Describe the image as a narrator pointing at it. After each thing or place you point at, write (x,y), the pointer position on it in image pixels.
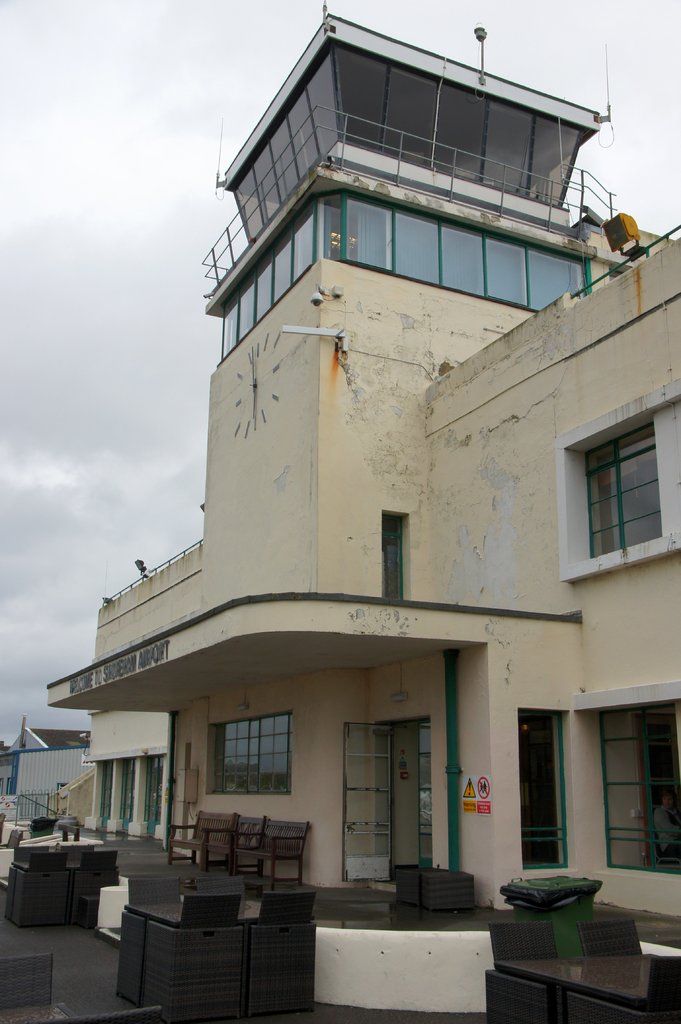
In this picture we can see a building (461,350). On the bottom (496,936) can see tables (586,985), chairs (272,927), couch (436,885) and other objects (399,957). At the top (113,21) we can see sky (99,38) and clouds (99,38). In the background (40,771) we can see shed (46,778).
